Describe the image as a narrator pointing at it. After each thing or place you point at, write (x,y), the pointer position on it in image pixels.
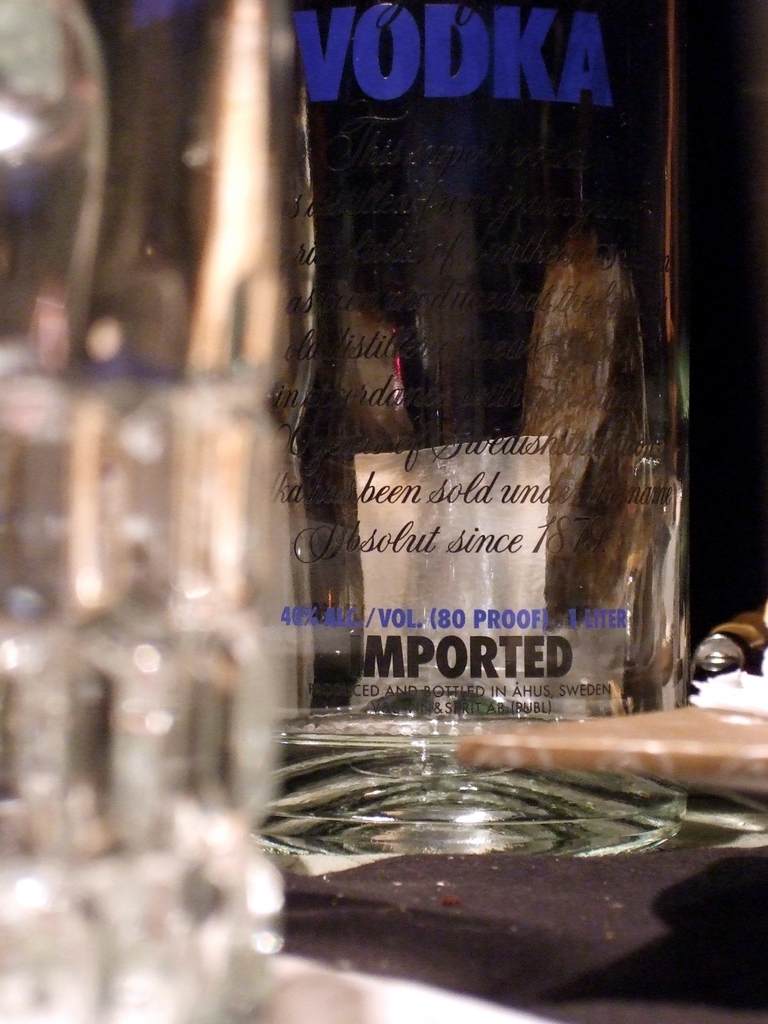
In this picture we can see a vodka bottle (391,521) on a table (506,944).
